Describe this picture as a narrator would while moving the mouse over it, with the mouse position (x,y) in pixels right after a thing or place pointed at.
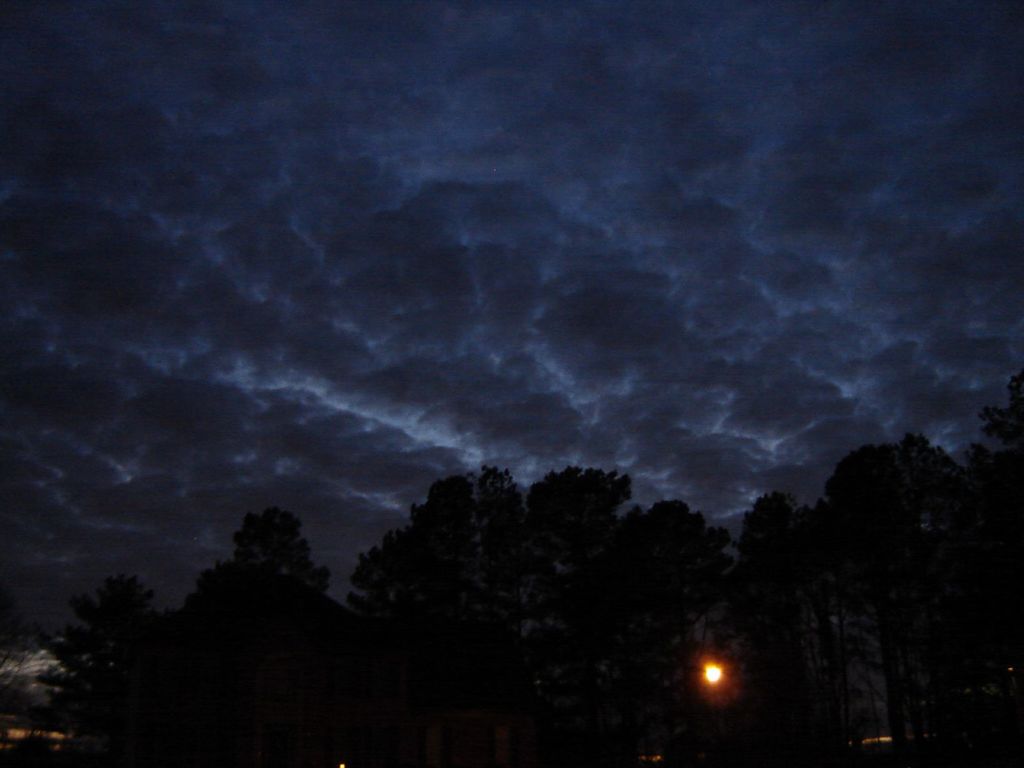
In this image there are so many trees (787,697) and clouds (41,602) in the sky (67,612), also there is a light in between the trees (768,727).
